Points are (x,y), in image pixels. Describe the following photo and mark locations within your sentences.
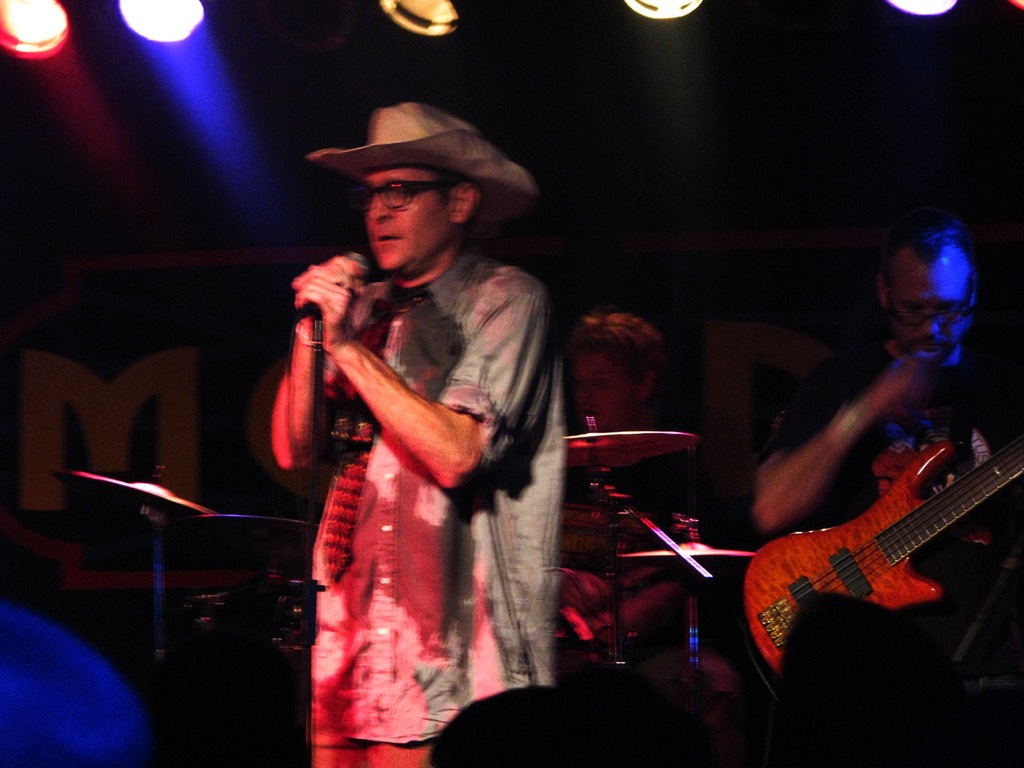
There are few musicians (383,376) in the picture. In the middle (440,426) the person (401,461) is singing. He is holding the microphone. He is wearing a shirt (508,355), a hat (472,172), glasses (403,193). Behind him a person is playing drum (616,516). Beside him one person (833,446) is playing guitar (908,471). There are audience (79,691) in front of him. In the top (444,15) we can see lights (429,15) of different color. There is a banner (95,413) in the background (187,354). It is looking like a concert is going on.
